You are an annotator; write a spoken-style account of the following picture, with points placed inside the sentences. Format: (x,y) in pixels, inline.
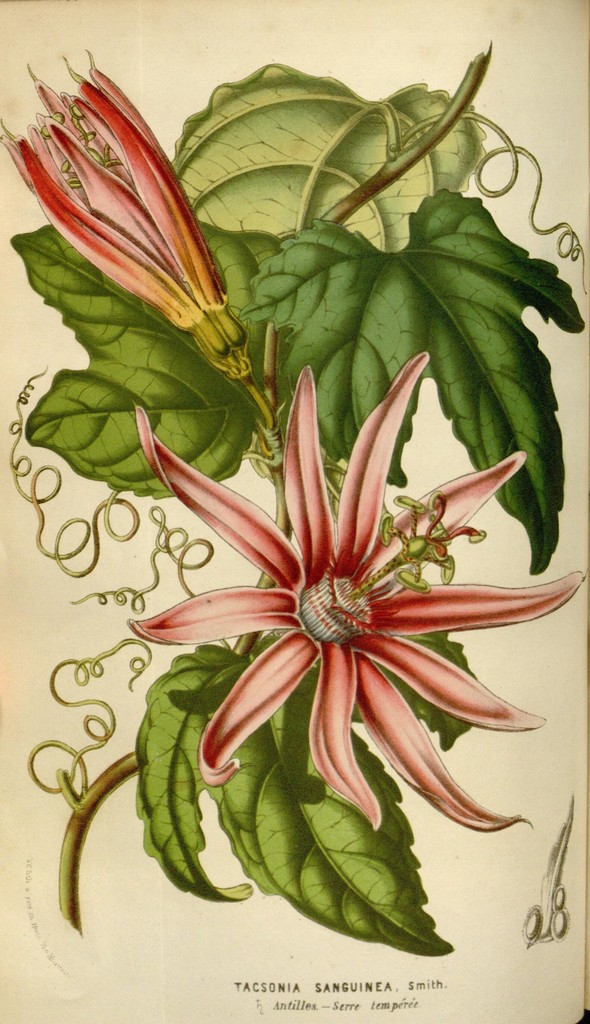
In this image we can see the painted picture (94,819). In this picture there is some text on the bottom of the image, some design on the bottom right side of the image (574,804), two flowers (395,698) with leaves (289,861) and stems (73,921).
